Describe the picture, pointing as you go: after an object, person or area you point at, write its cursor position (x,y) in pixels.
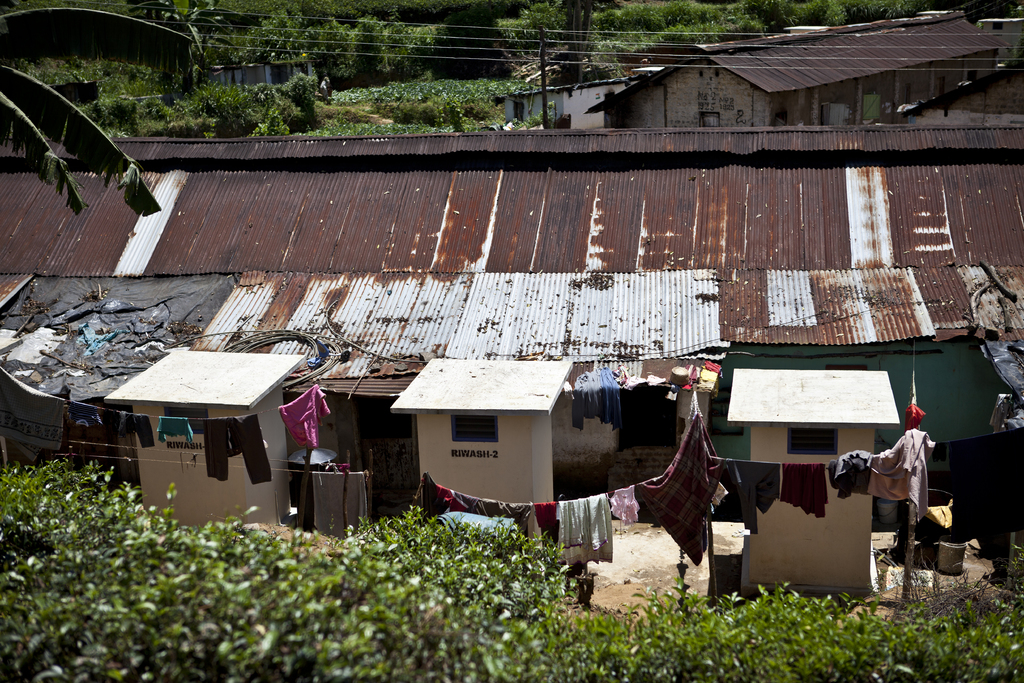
In this image I can see few trees (308,585) which are green in color, few clothes (605,549) hanged to the ropes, few white colored objects (168,446) and few sheds (648,295) which are white, brown and black in color. In the background (767,111) I can see few houses (738,107), few poles (543,36), few wires (584,42) and few trees (244,31).
